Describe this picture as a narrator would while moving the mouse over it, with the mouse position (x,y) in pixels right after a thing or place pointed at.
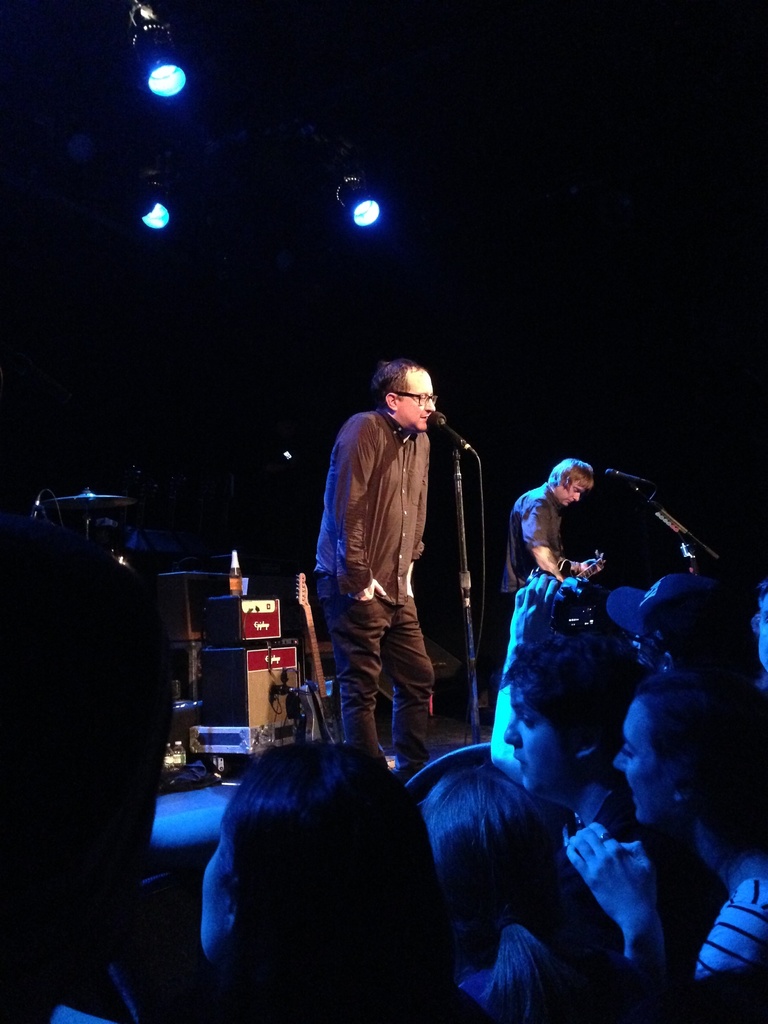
The picture is taken on the stage (218,784) where the person (377,589) is standing in front of the microphone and wearing a shirt (397,537) and pant (361,642) and in front of him there is a crowd (488,792) and at that right corner of the picture (550,546) the person (554,565) is standing and playing a guitar (550,572) in front of the microphone (690,534), behind the two person (575,562) there are speakers (235,664), bottles (236,589) and drums (85,507) and lights (159,212) on them.
